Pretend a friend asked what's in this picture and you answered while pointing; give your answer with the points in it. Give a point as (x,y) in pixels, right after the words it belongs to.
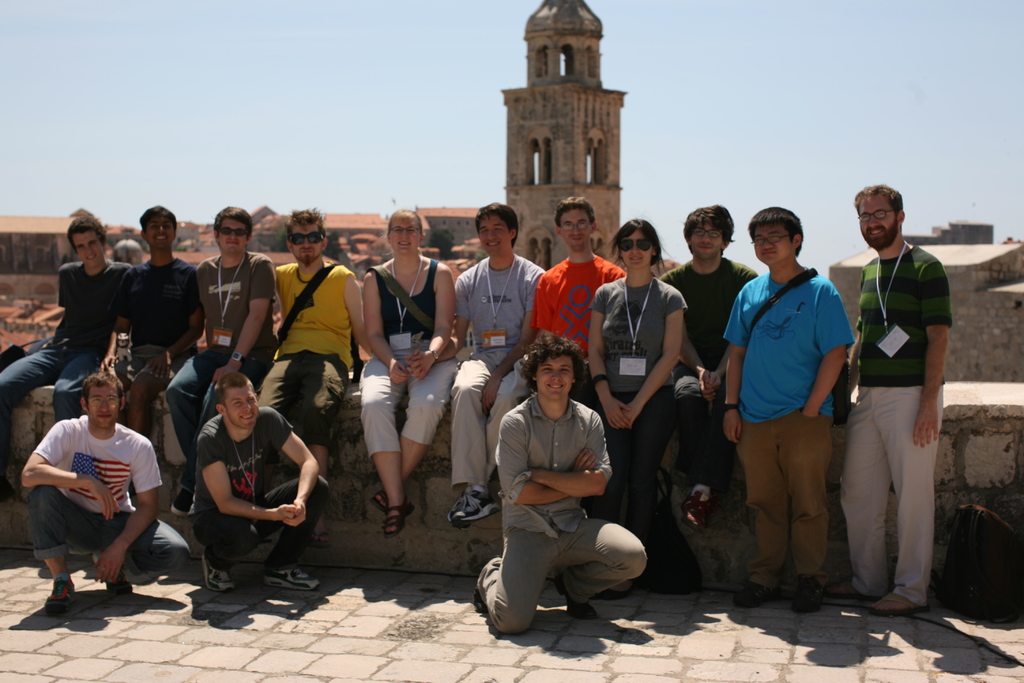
In this image I can see a group of people (874,330) are sitting on a fence (440,432) and are standing on the road (655,648). In the background (189,202) I can see a fort (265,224), trees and the sky (383,179). This image is taken may be during a day.
